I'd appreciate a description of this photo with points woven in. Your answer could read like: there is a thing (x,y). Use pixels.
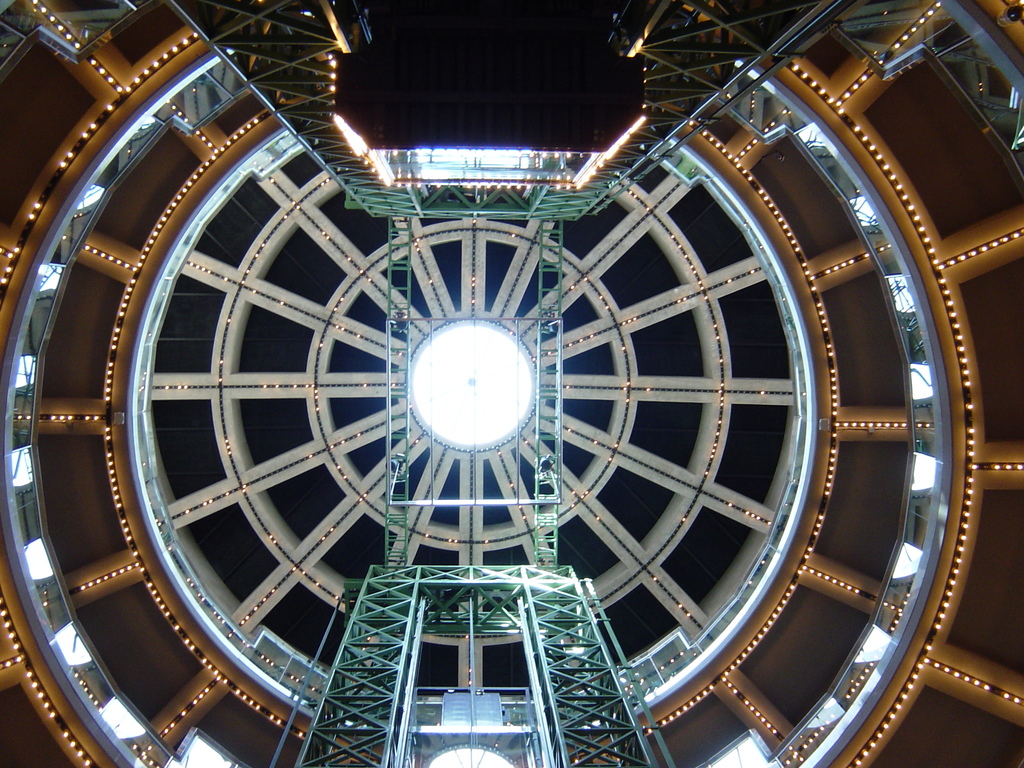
The picture is taken inside the building (314,375). In the center of the picture (392,496) there is iron frame (552,526) and there is connecting iron frame (552,513) like a bridge (439,565). In the center of the picture (472,380) there is a dome (442,365). In this picture there are lights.
